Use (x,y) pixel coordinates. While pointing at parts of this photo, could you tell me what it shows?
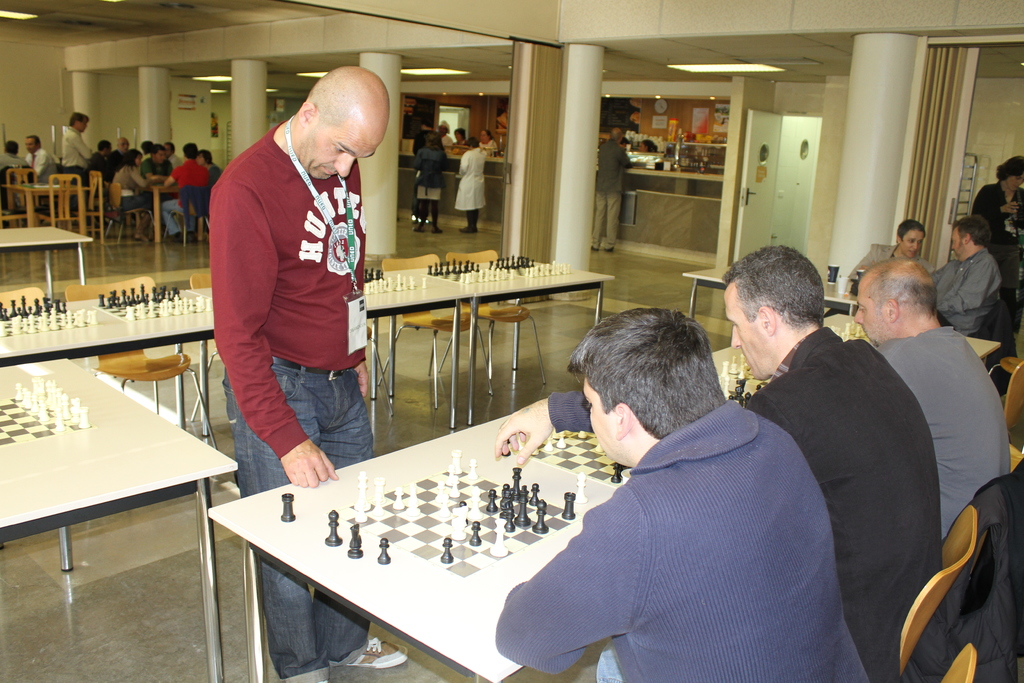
In this picture we can see group of people (251,252) some are sitting on chair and playing chess and some are standing beside to that table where chess board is placed and in background (262,75) we can see pillars (246,74), watch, door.
